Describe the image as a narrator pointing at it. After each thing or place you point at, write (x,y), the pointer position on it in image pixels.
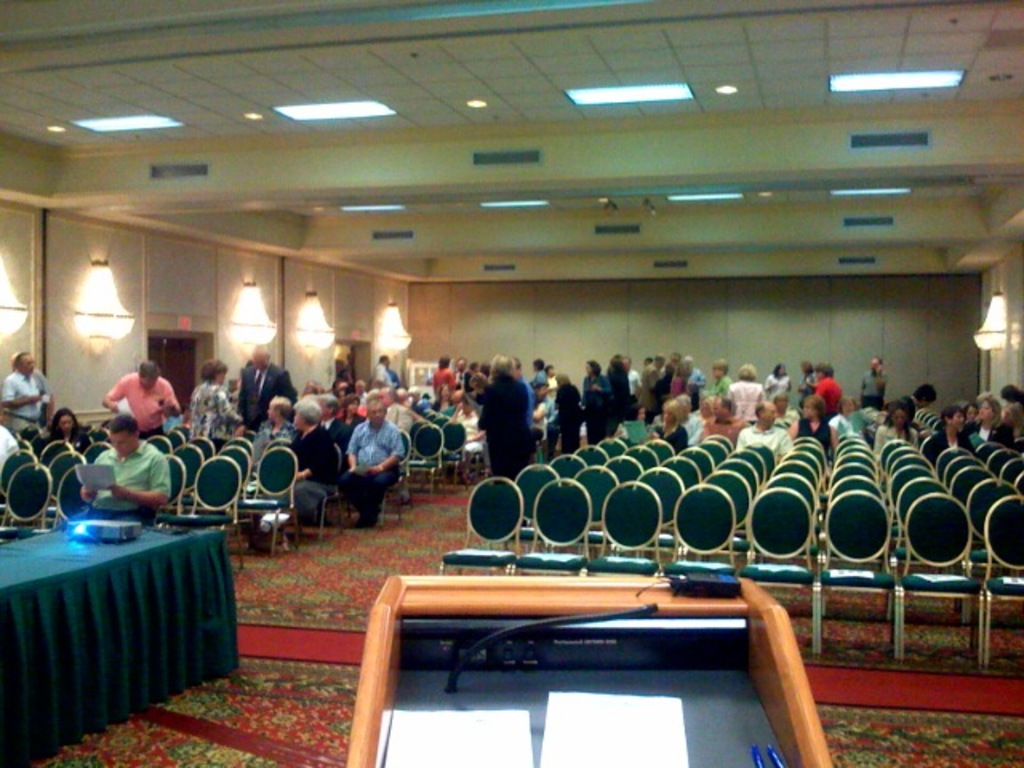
In this image few persons (316,469) are sitting on the chairs (669,451). Few persons (558,442) are standing on the floor (390,524). Few lamps (9,332) are attached to the wall (54,240). There is a table (179,607) having a projector (112,524) on it. Bottom of image (603,719) there is a podium (489,670) having few papers (519,758) and mike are on it. Few lights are attached to the roof (595,228).
